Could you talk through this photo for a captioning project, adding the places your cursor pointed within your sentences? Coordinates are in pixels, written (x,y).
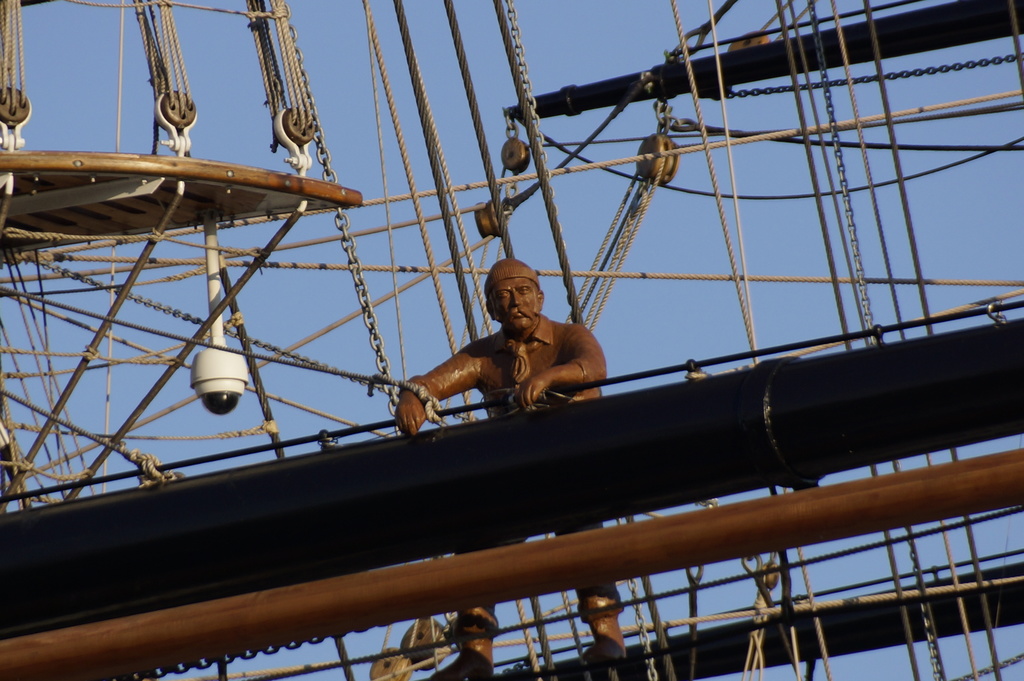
This image is taken outdoors. In the background (589,244) there is a sky (398,154). On the left side of the image (60,165) there is a wooden plank (169,183) tied with ropes (251,363) and there is a CC camera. In the middle of the image (529,285) there is a statue of a man (509,282) tied with ropes (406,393). In this image there are many ropes (978,149) and wooden planks (86,642) and there are many chains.
